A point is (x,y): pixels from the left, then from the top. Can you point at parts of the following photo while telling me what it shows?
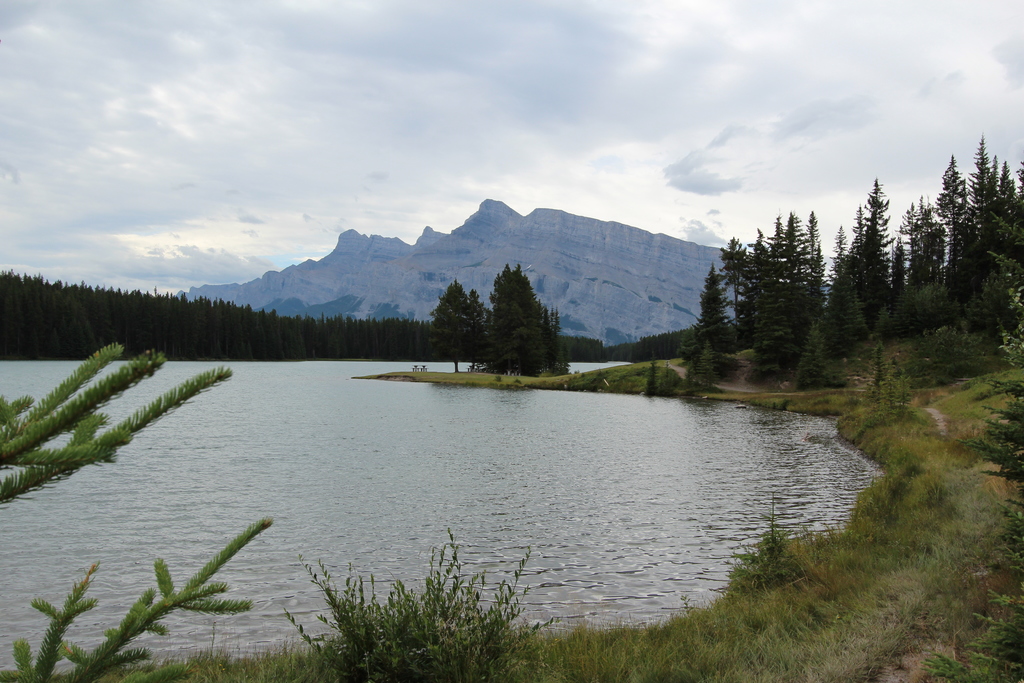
At the bottom (808,646), we see the grass (815,647) and the shrubs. In the middle (395,407), we see water (446,441) and this water (452,450) might be in the lake (455,411). On the left side (40,474), we see the trees (53,451). On the right side (848,251), we see the trees (1021,287). There are trees (456,334) and hills (481,272) in the background (416,274). At the top (302,118), we see the sky (243,226) and the clouds (559,172).
